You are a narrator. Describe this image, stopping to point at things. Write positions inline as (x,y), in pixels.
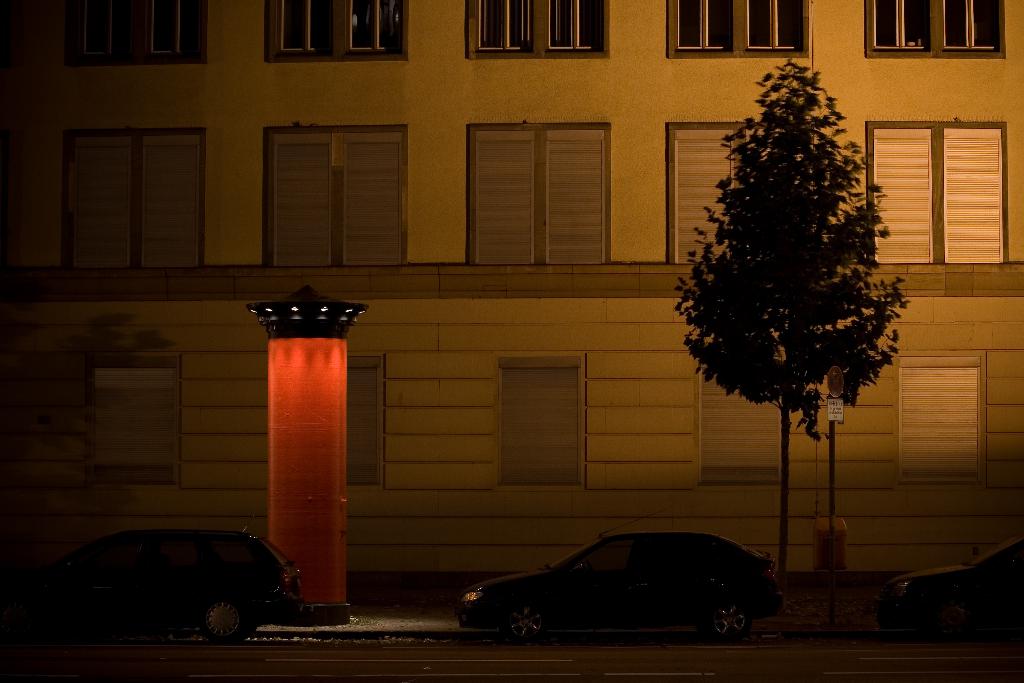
In this picture I can see vehicles (622,561) on the road (59,660). I can see a tree (785,512), pole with boards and an object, and in the background (88,336) there is a building (686,119).
